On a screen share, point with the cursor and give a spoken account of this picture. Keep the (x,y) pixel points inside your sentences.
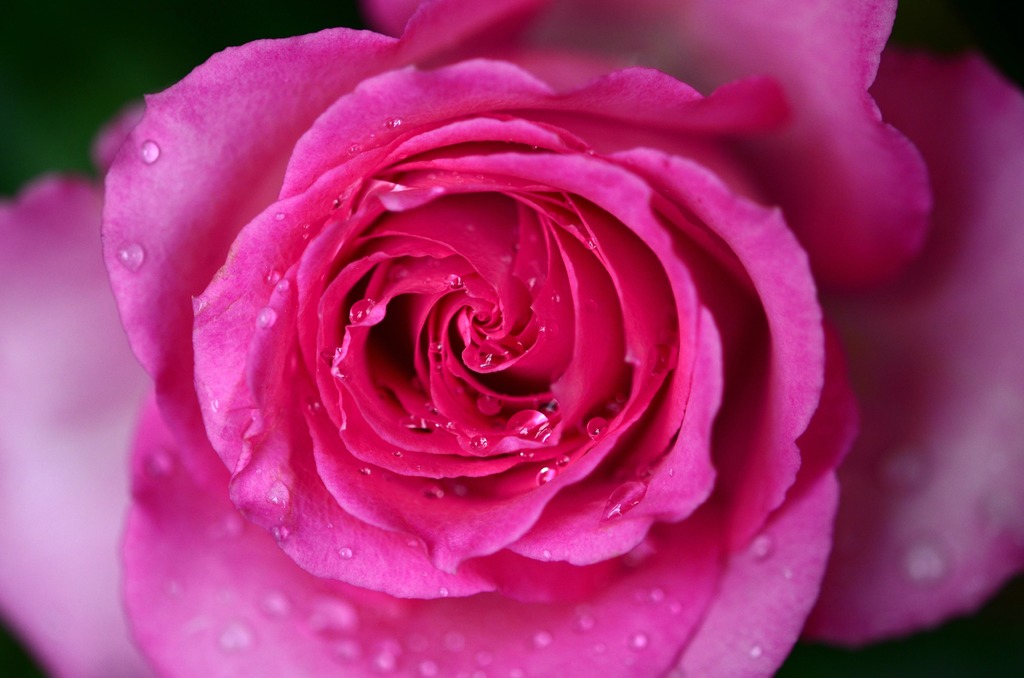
In this image, we can see a rose flower (547,405) with water droplets (271,499). The background of the image (978,616) is blur.
